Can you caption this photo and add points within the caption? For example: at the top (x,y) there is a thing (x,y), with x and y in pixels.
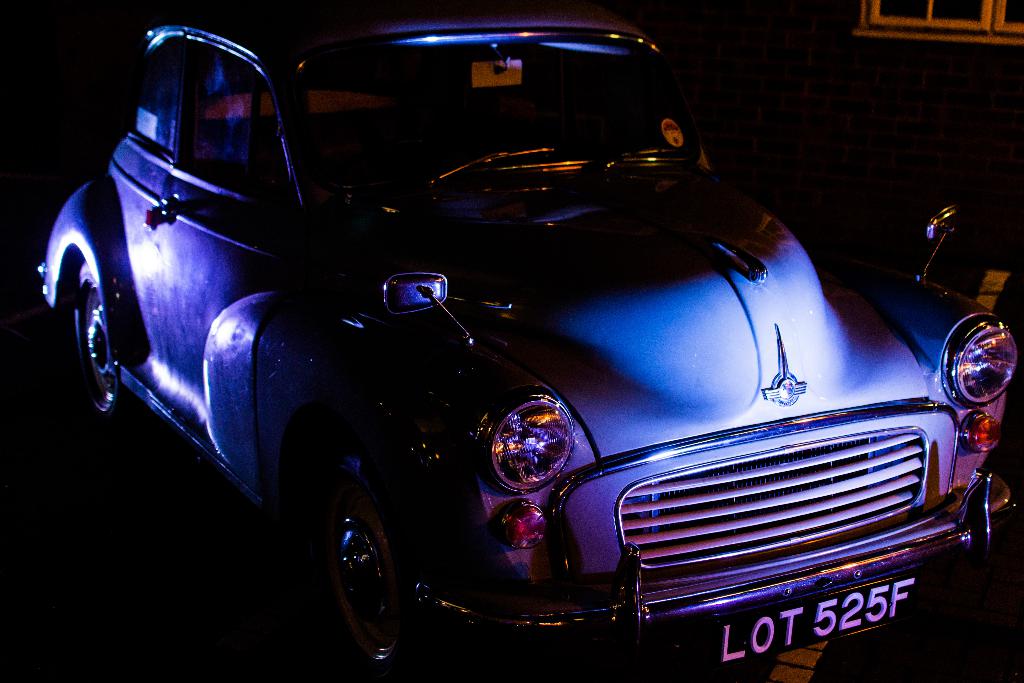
In this picture there is a car (551,317). On the right (926,31) there are windows (918,23) and wall (821,167).
